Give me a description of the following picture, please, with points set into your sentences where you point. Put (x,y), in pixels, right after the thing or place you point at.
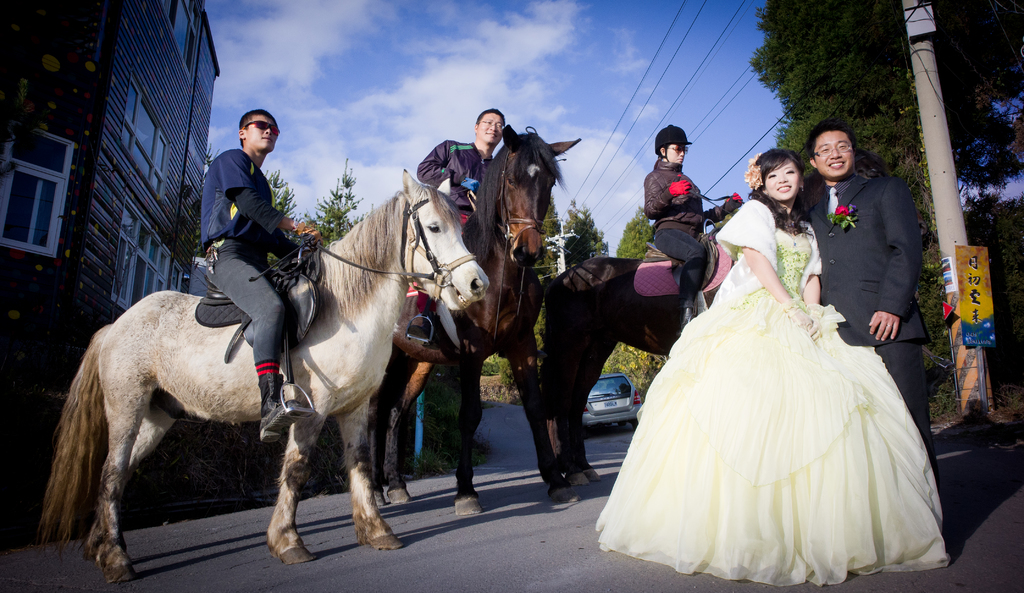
In the image there are total three horses (362,402) on each horse (317,344) a person (292,235) is sitting, to the right side (752,362) there is a couple (893,321) they are posing for a photo, to the right side (941,230) there is a pole (960,338) in the background (607,417) there is a car (597,414) and some trees (594,246) and sky (550,119), to the left side of the horse (161,296) there is a building (114,238).
